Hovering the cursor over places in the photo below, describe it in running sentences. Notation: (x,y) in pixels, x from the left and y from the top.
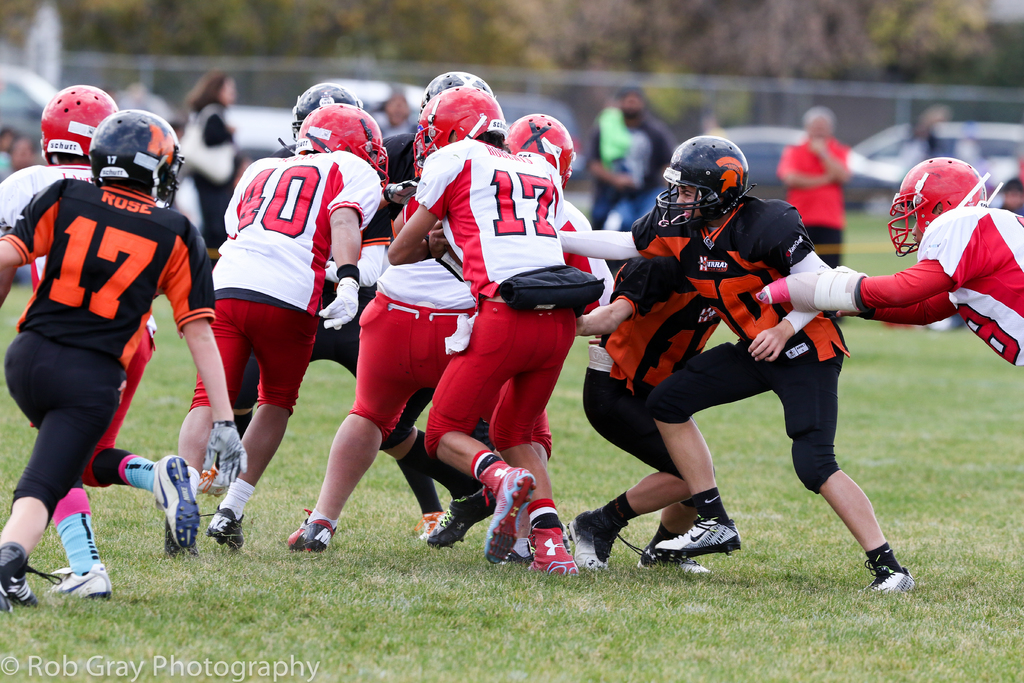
In this image, we can see a group of people (506,496) playing a game on the grass (894,531). In the background (401,9), we can see the blur view, people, vehicles (1011,173), some objects (999,116) and trees (764,49). In the bottom left corner (167,665), there is a watermark (275,667).
